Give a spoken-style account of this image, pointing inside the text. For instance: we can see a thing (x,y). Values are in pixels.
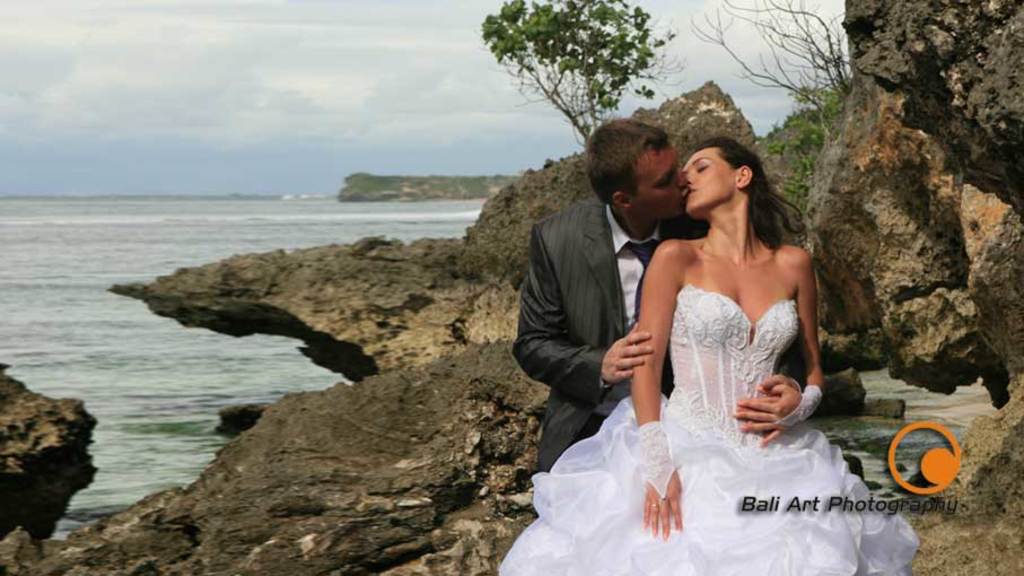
In the background (422,111) we can see sky (435,111) with clouds (371,109) and sea (84,253). Here we can see a man (613,258) and a woman (661,387) sitting. They are kissing each other. At the bottom right corner of the image (859,512) we can see a water mark (916,504).
